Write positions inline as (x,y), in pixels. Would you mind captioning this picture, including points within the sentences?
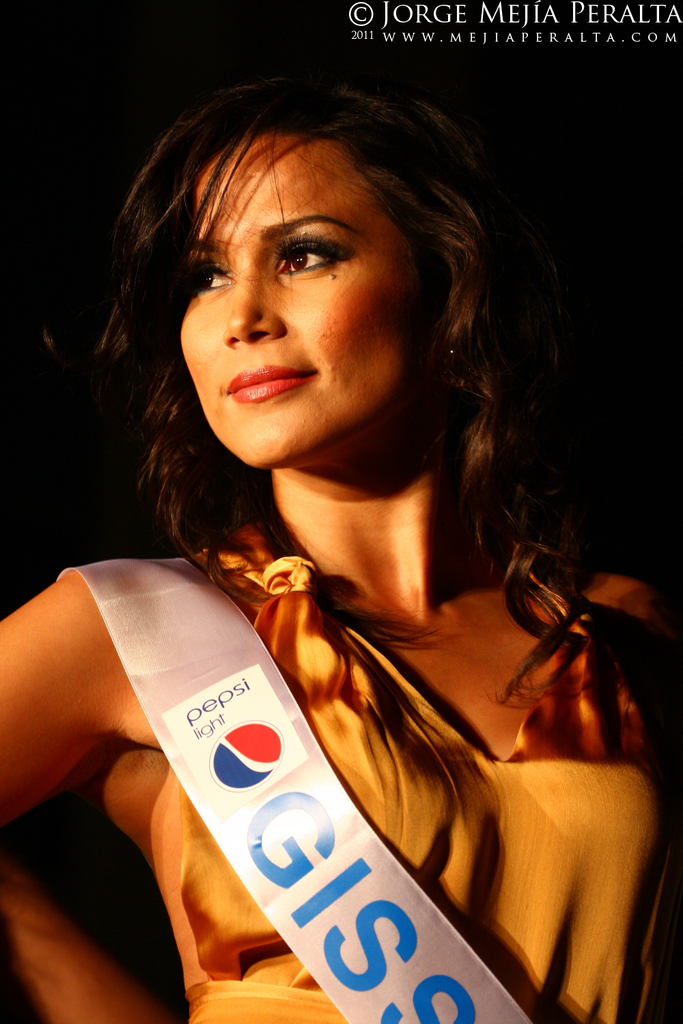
As we can see in the image there is a woman (200,576) wearing brown color dress (495,841) and the background (571,201) is dark.
